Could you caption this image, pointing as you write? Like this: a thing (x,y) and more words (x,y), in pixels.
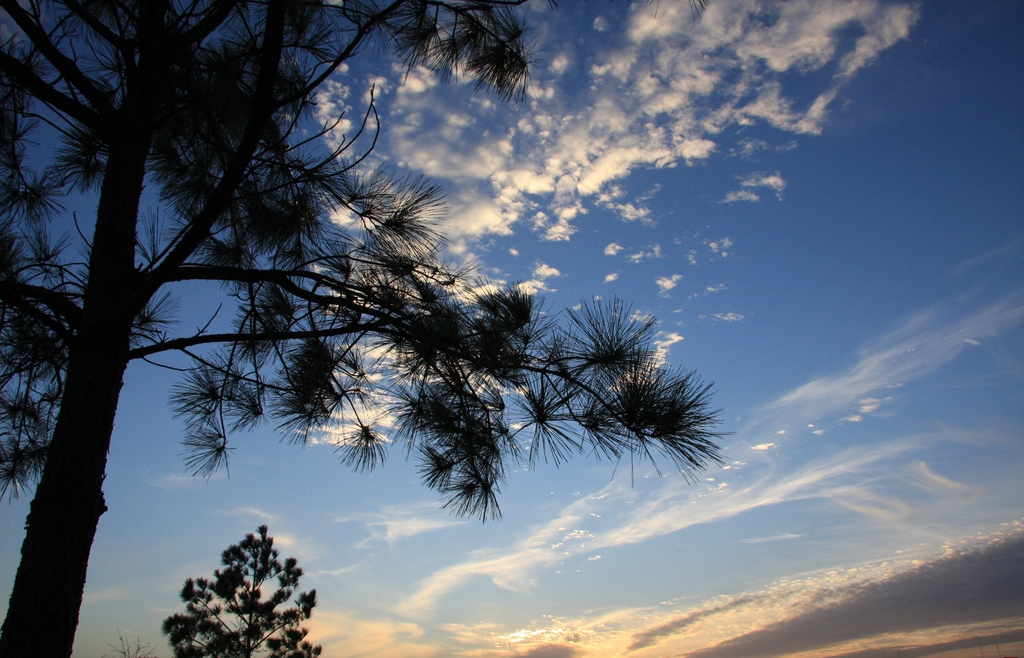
In the foreground of this image (11,200), there is a tree (104,344) on the left (113,314). In the background (351,606), there is another tree (262,627) and the sky (811,273).
